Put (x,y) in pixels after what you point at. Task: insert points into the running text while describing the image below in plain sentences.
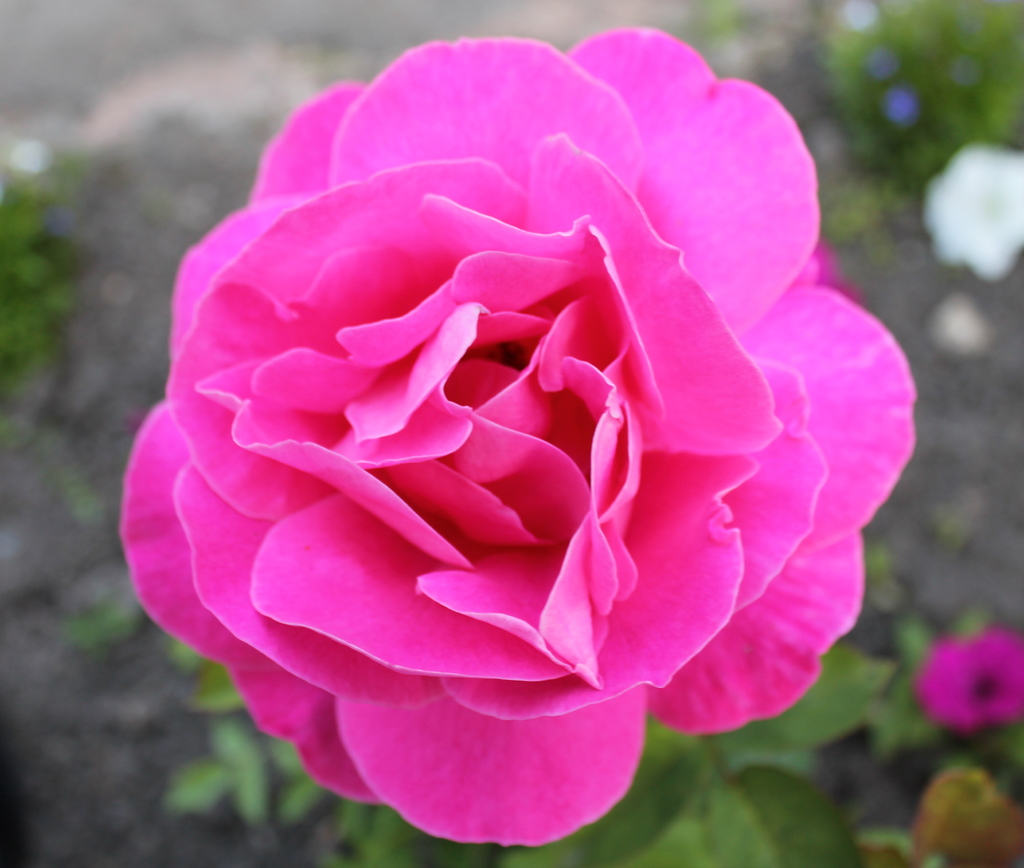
In the image we can see some flowers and plants (980,11).
